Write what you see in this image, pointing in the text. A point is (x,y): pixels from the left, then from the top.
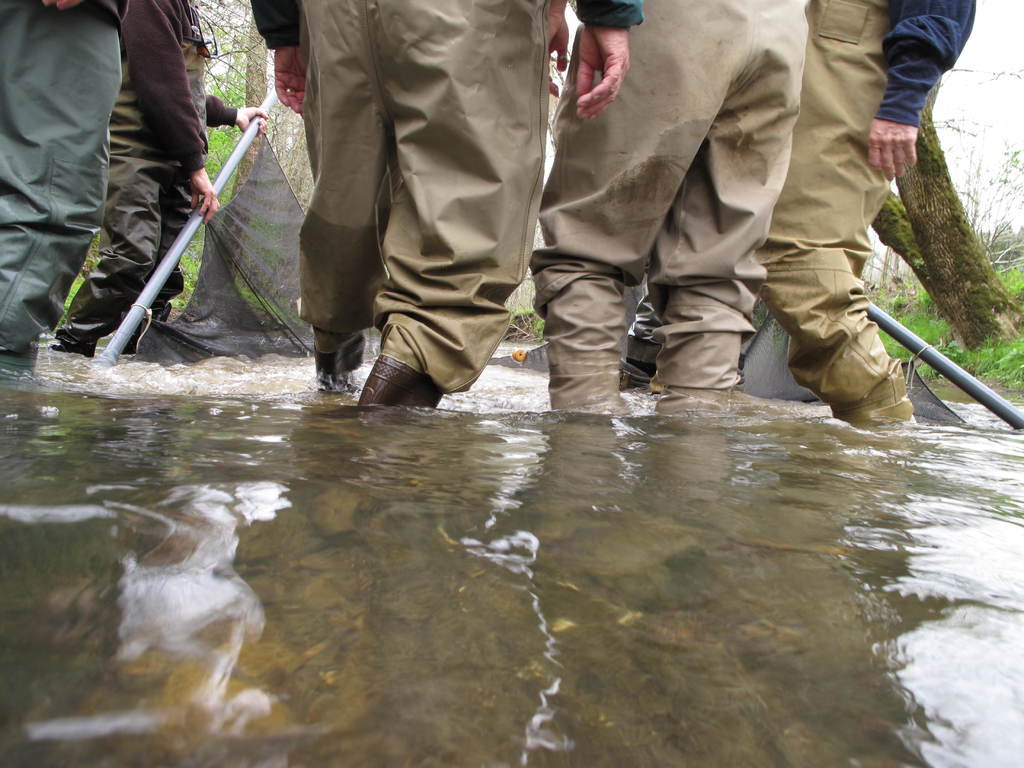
In this picture we can see water (369,562) at the bottom (345,550), there are some people (846,185) standing in the middle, a person (195,177) in the background (160,179) is holding a pipe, in the background (211,13) there are trees (966,332) and grass (985,363).
